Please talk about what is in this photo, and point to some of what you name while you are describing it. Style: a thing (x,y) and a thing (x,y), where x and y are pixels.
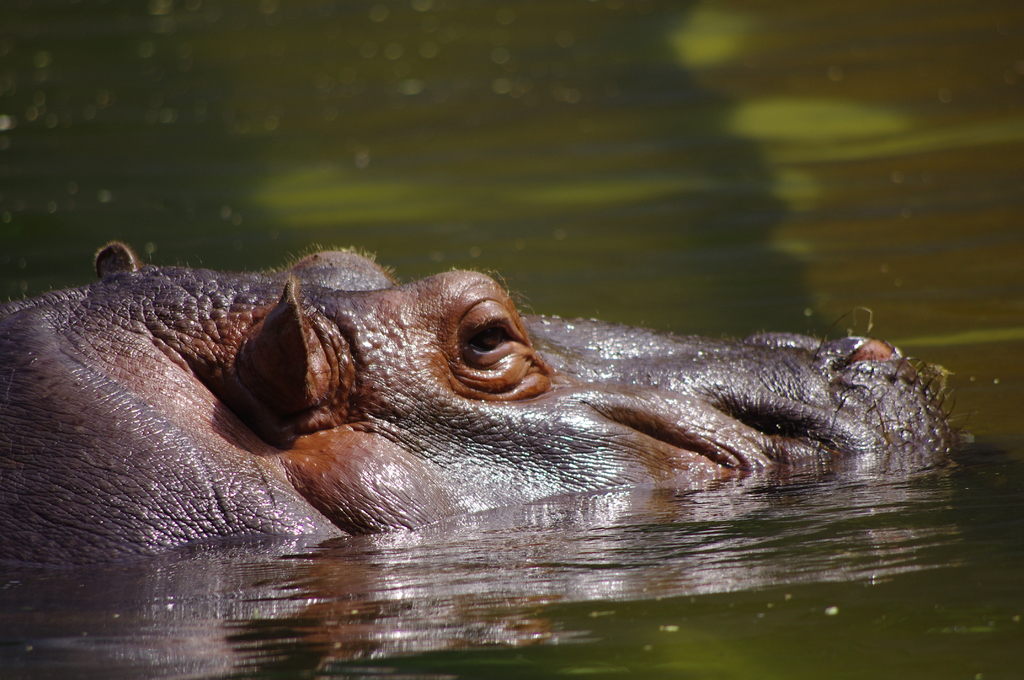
In this picture we can see an animal (208,291) in water (227,558).
